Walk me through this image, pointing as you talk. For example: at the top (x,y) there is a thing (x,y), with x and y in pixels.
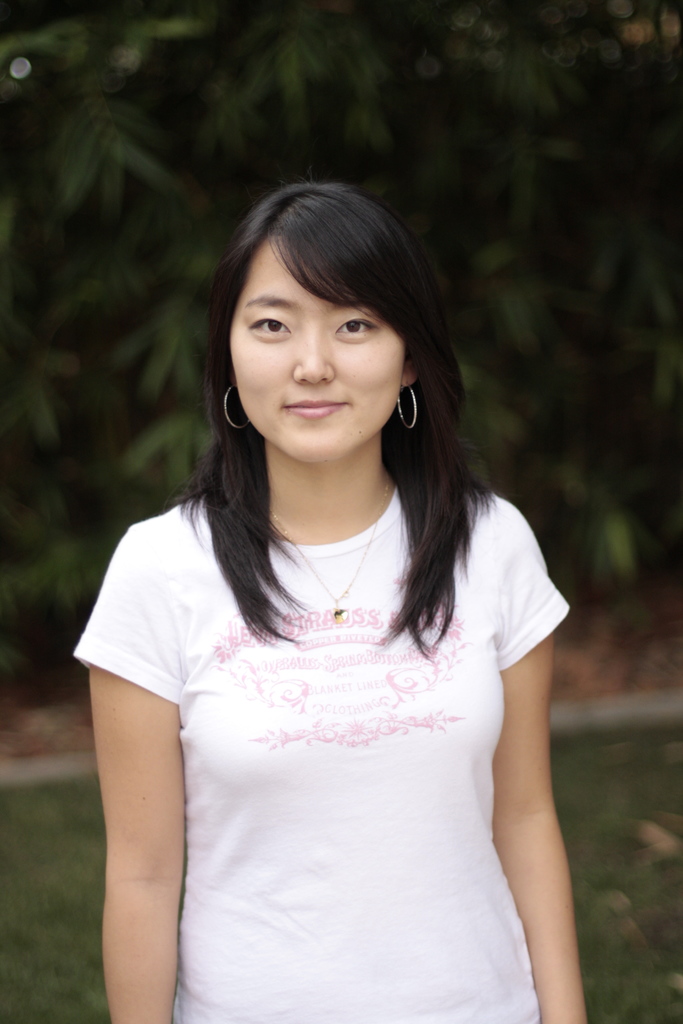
In the picture I can see a woman (280,734) is standing and smiling. The woman (330,719) is wearing white color T-shirt (334,640). The background of the image (97,543) is blurred.
